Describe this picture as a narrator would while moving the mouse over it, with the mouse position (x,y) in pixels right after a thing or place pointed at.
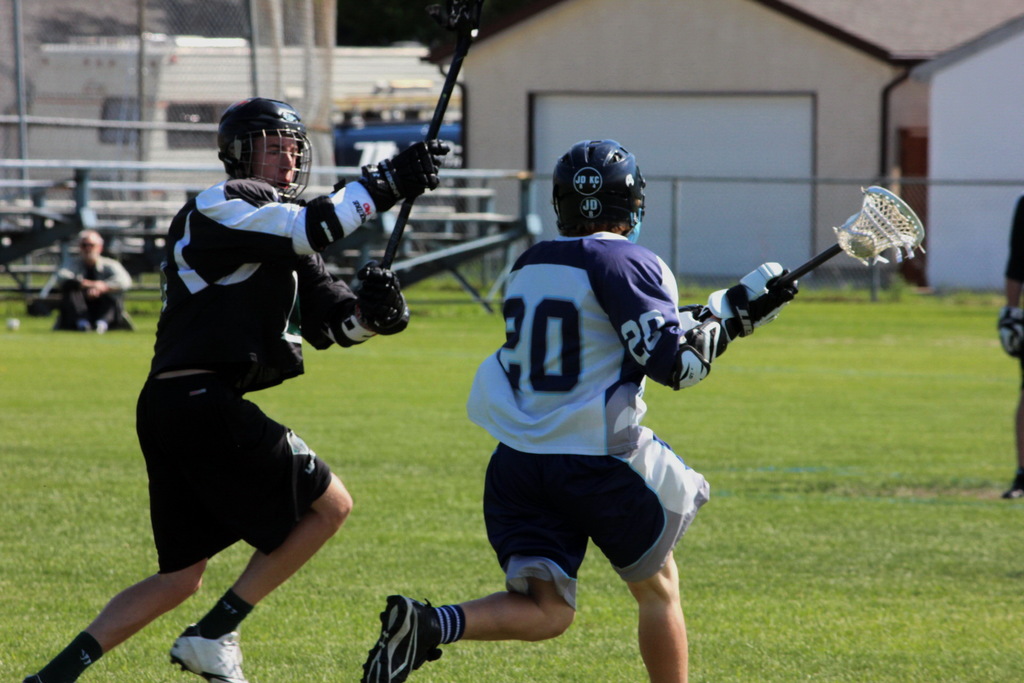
In the foreground of the picture (394,307) there are players (280,473) playing. In the foreground of the picture (431,443) there is grass (851,503). In the background (34,188) there are buildings (467,120), railing (161,186), benches (67,226) and a person (74,283).
